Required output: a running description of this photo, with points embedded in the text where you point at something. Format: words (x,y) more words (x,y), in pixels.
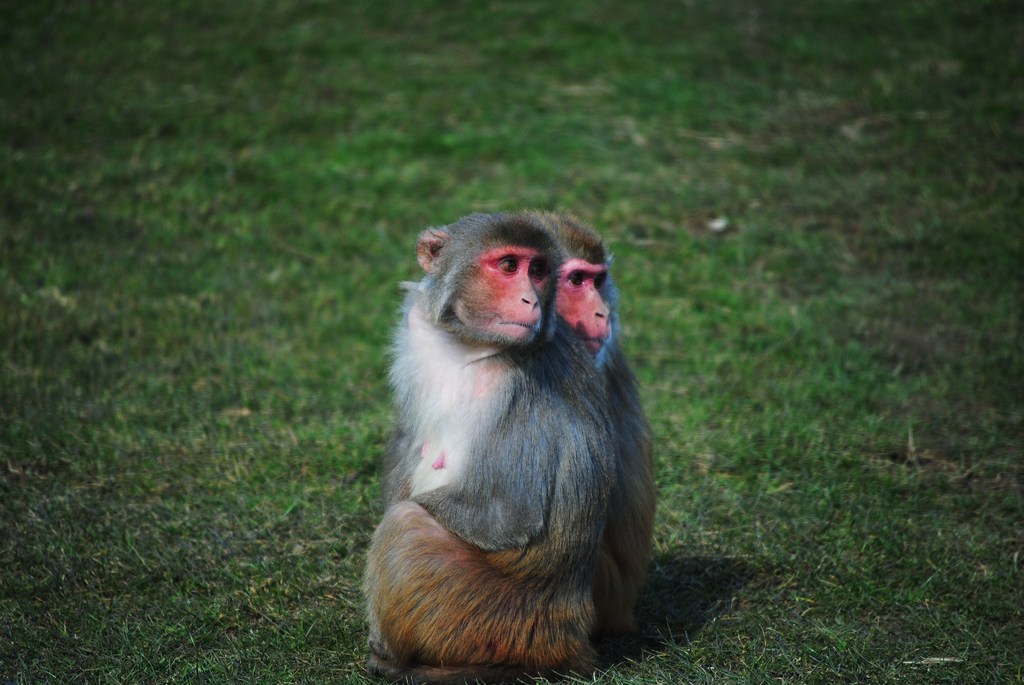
In the center of the image (495,356) we can see two monkeys (521,301) on the grass (751,321).
